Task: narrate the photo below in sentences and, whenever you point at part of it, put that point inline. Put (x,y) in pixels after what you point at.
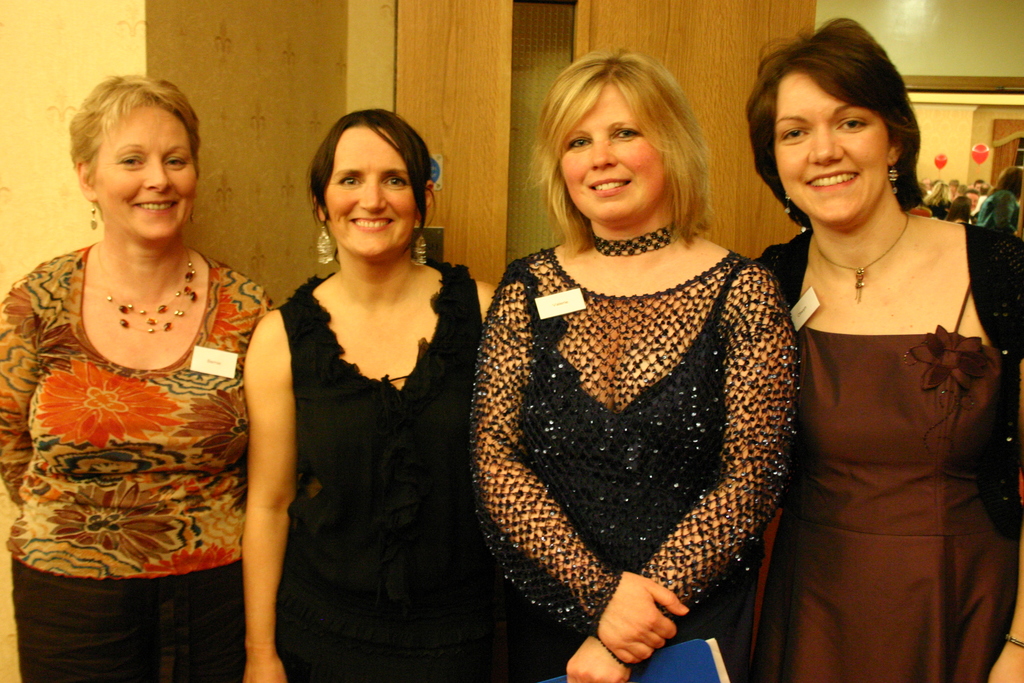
This image consists of four women (475,398). In the middle (663,435) the two women (605,503) are wearing black dresses (445,500). In the background (192,48), there is a wall (58,68) along with the cupboards (698,86). To the right (989,191), there is a mirror (993,187).
